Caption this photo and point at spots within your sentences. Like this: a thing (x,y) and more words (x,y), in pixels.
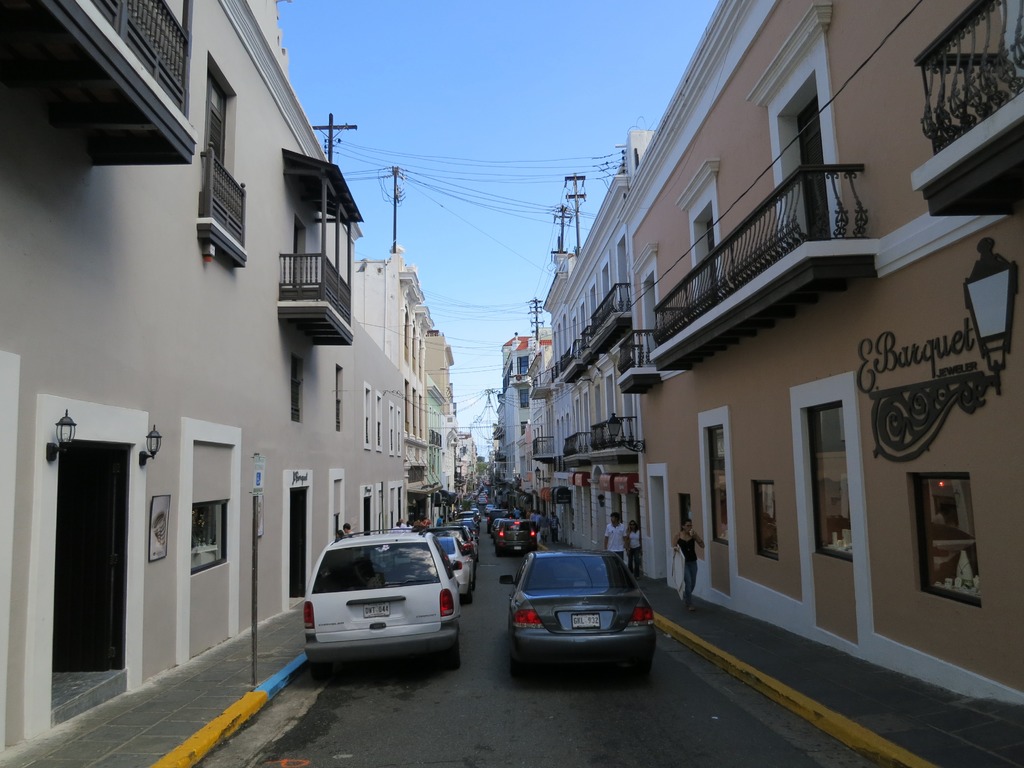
In this image I can see many vehicles (520,604) on the road (481,630). On both sides of the road (499,634) I can see the buildings (367,372), boards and the lights (61,453). I can also see few people (349,528). In the background (424,157) I can see the sky (419,189).
